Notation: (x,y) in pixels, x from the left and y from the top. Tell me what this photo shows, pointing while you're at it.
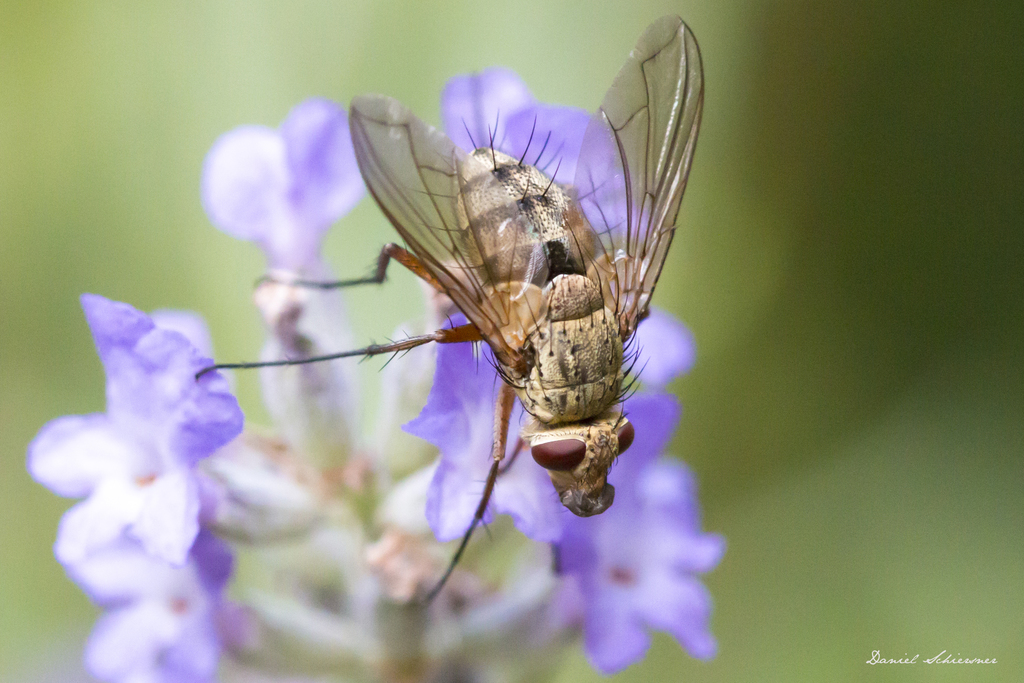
In this image there is an insect (508,350) sitting on the flower (466,362). In the center (376,409) there are flowers (324,352) and the background (795,418) is blurry.
